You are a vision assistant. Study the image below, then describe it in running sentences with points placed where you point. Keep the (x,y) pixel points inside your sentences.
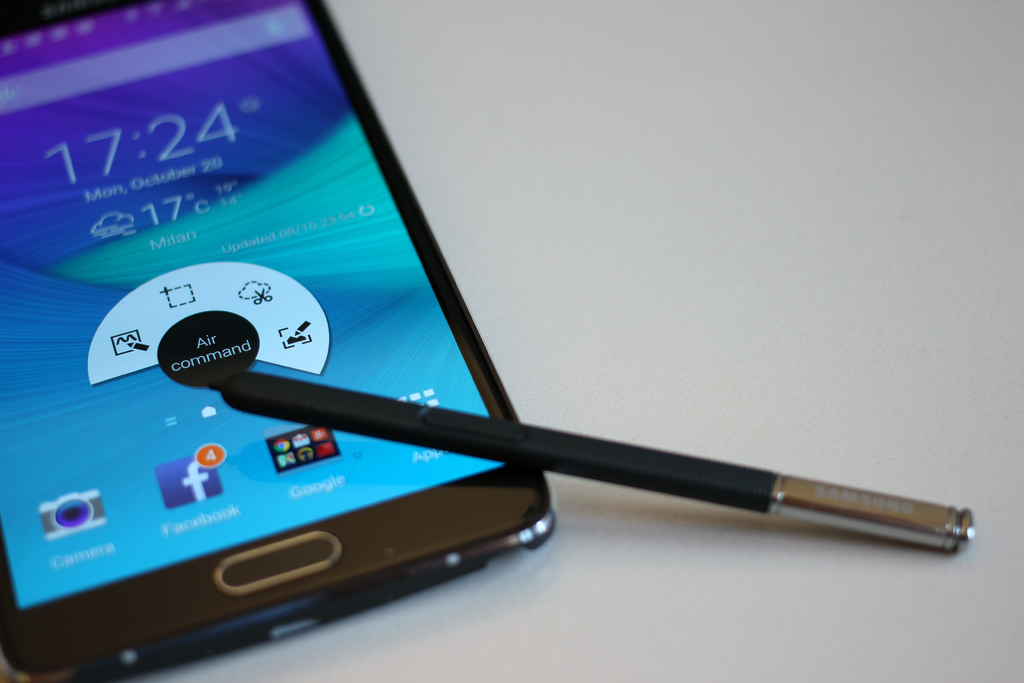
In this picture there is a cell phone (60,659) and there is a stick (965,518). On the screen (245,417) there is text (210,208) and there are icons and there is a button (270,582) on the cellphone (468,542) and there is text (874,500) on the stick (886,501). At the bottom (597,653) it looks like a table (746,125).
